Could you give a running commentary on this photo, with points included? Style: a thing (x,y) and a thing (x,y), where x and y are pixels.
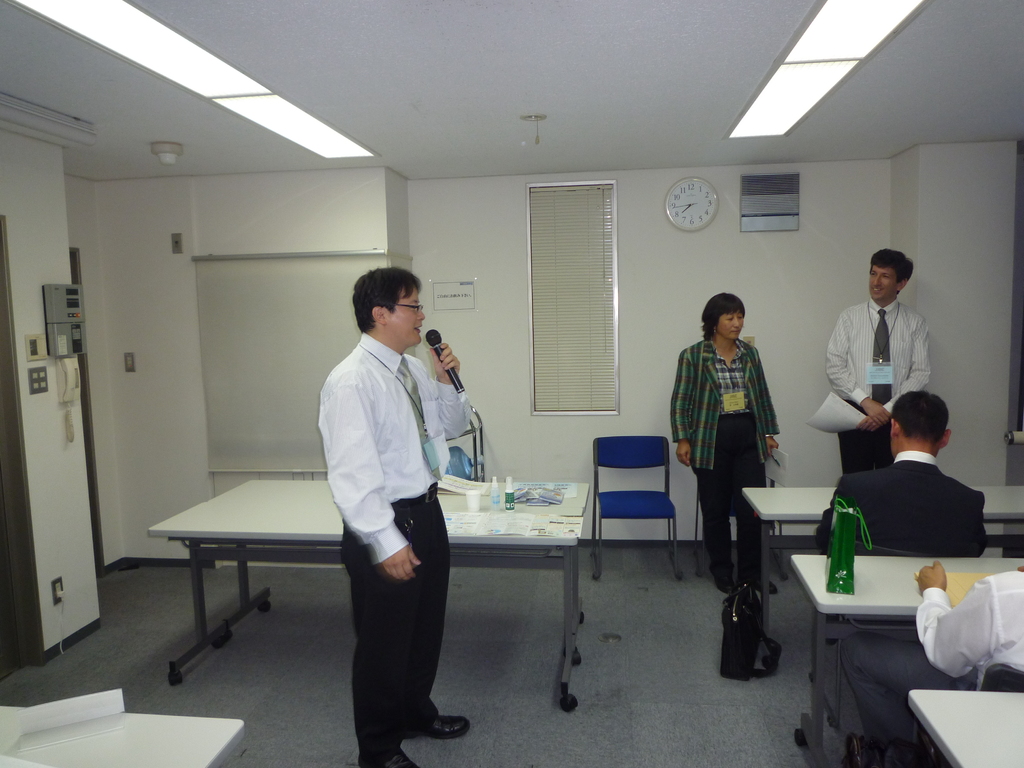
There are group of person (433,485) standing and sitting. In the center (406,434) man (429,479) is holding a mic (438,338) and is speaking. At the right side (898,503) two persons (935,572) are sitting on a chair (1009,667). In the background (744,392) woman (725,412) is standing wearing a green colour jacket (712,410), a man (876,378) is holding a paper (851,416) and standing having a smile on his face (886,296). In the background (637,278) there is a clock (693,219) on the wall (707,230), window (617,265). At the left side (72,333) there is some machine (68,352) attached to the wall (46,440). In the center (539,507) there is a white colour table (307,504) there are some papers (497,526) kept on the table (478,540).
